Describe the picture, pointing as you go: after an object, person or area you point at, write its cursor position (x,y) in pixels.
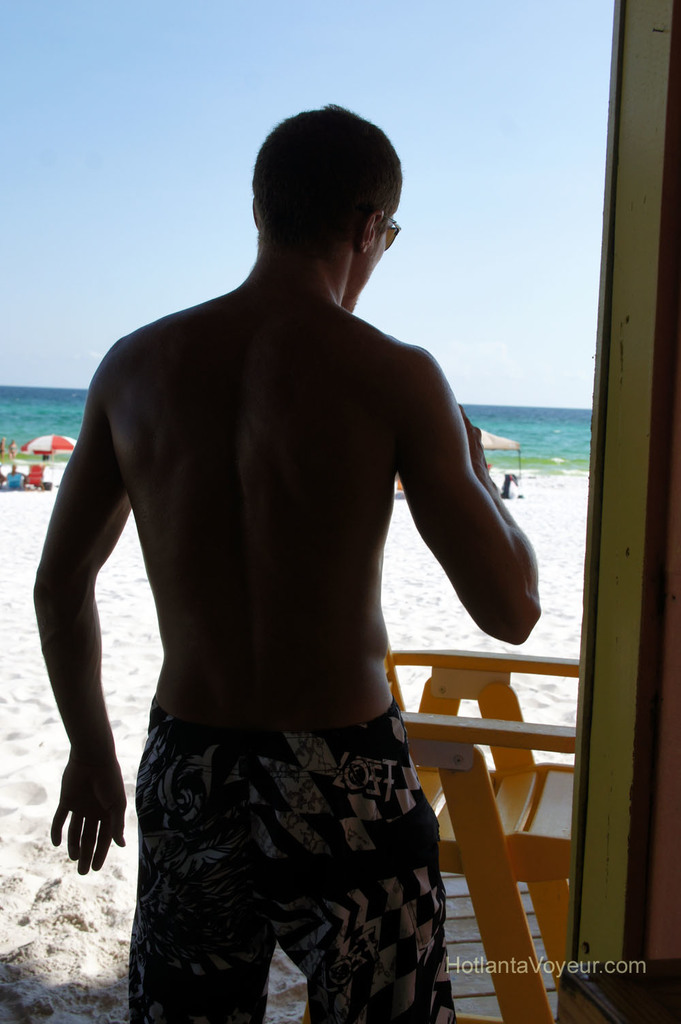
In the foreground of the picture (339,607) there is a person (376,642) standing and there is a chair (493,724), in front of him there is sand (144,582). In the background (488,447) there are umbrellas (505,446), beach chairs (31,472) and people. In the background (33,415) it is water (31,406). Sky (554,369) is sunny.
